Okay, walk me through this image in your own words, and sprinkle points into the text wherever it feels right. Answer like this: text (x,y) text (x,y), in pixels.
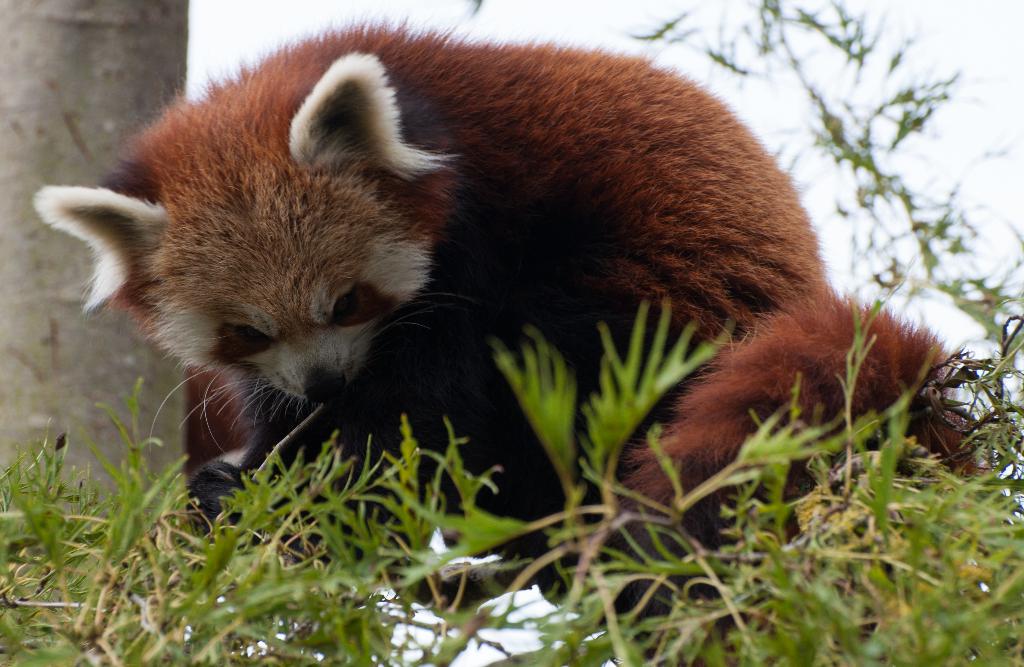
In this image we can see an animal (348,336). In front of the animal (664,598) we can see the plants (652,622). Behind the animal (539,182) there is a tree trunk (122,97) and the sky (548,6).
